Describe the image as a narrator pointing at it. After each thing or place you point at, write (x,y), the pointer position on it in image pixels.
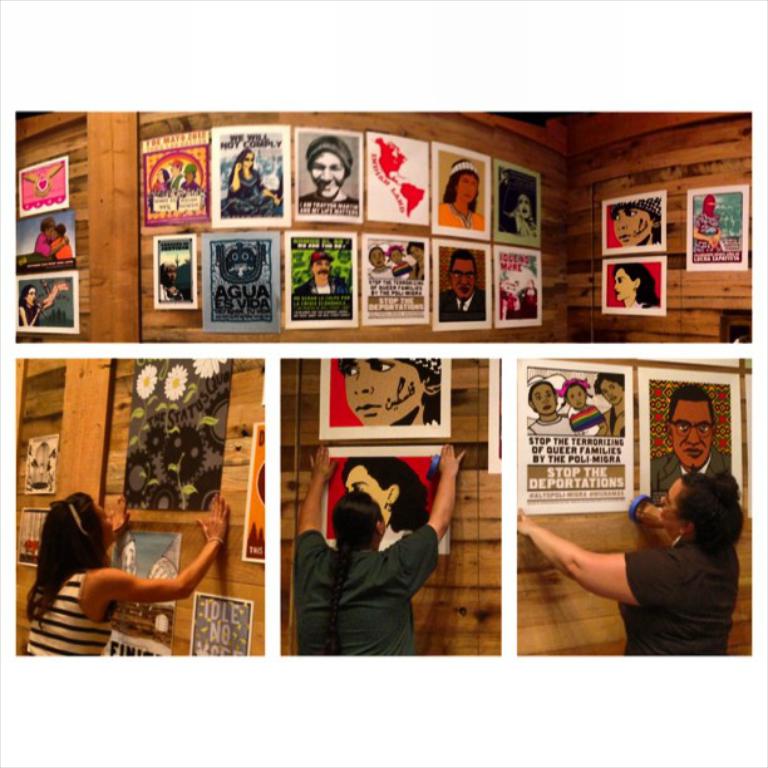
This is a collage image of four pictures in which we can see there are posters (623,212) on the wall (587,212) and on the other images there are people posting images (29,479) on wall (419,617).
